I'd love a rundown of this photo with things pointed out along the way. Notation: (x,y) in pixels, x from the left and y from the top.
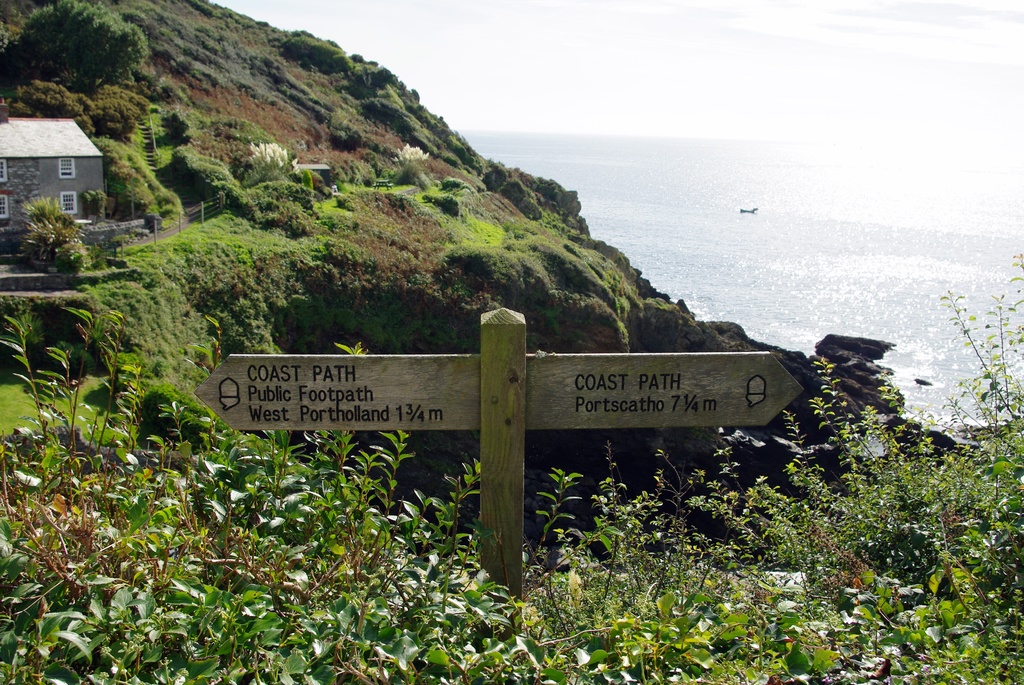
We can see boards (605,388) attached on wooden pole (486,403) and we can see plants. In the background (119,132) we can see house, plants (49,230), trees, water (780,202) and sky (533,87).
